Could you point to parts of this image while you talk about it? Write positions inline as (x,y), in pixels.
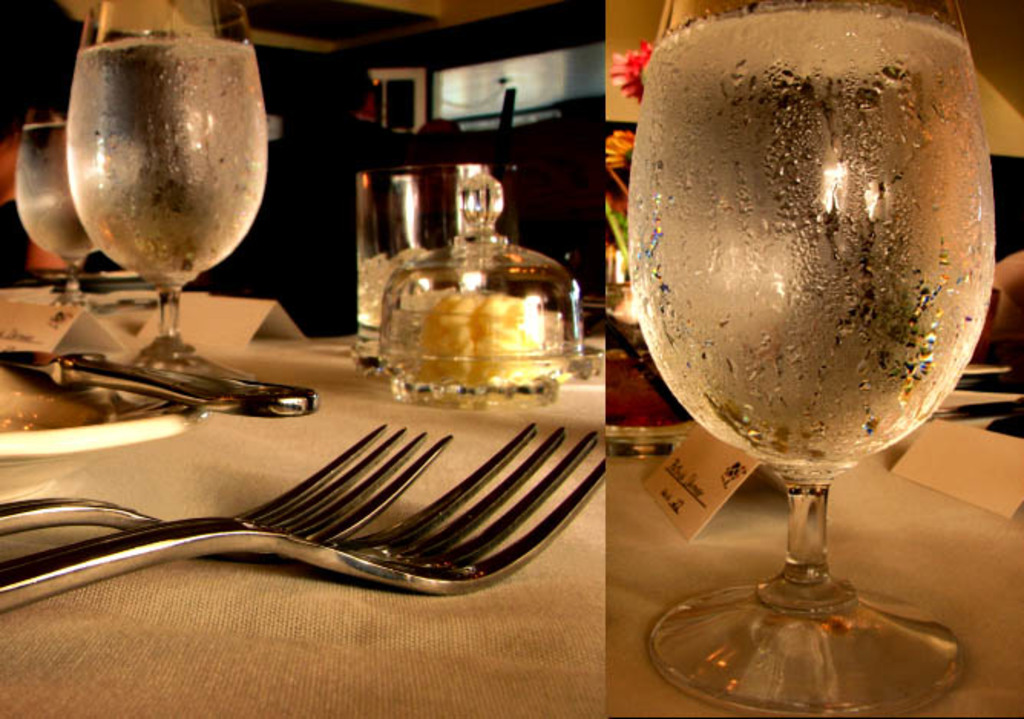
This looks like a collage picture. This is a table (535,666) covered with a cloth (439,666). I can see the wine glasses (238,208) with liquid (161,199), forks (510,558), plate (86,429), name cards (682,463), flowers (638,74) and few other objects (497,243) on it. In the background (326,187), I can see a person (347,212) standing.
